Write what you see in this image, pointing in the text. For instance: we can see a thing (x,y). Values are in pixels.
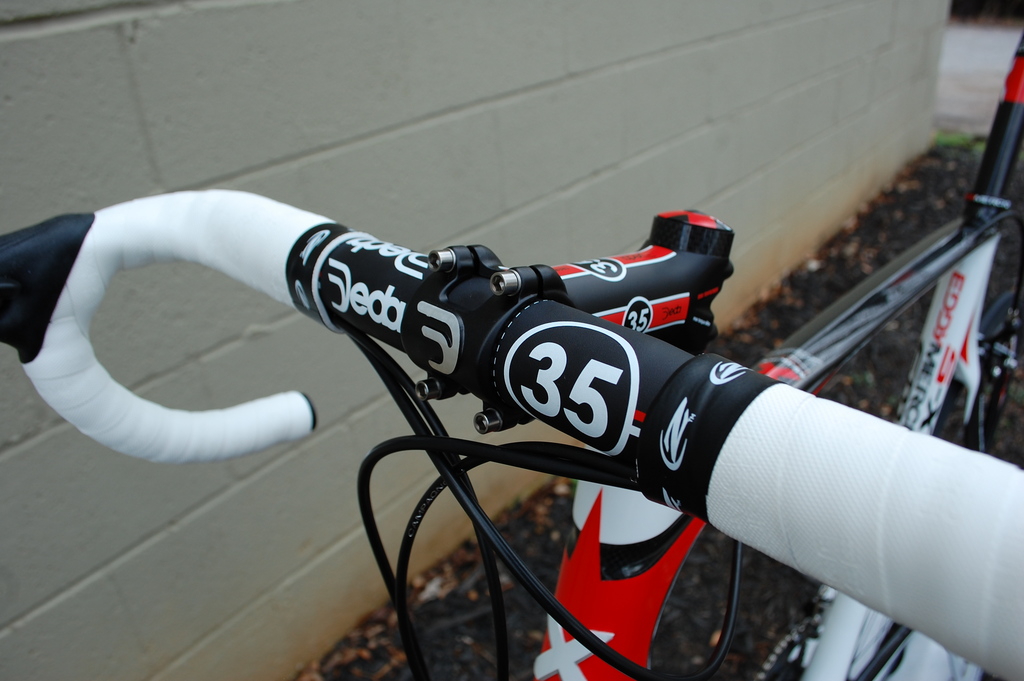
In this image I can see a bicycle (581,369) on the soil (748,343). Beside the soil (942,208) I can see the wall (312,88).
